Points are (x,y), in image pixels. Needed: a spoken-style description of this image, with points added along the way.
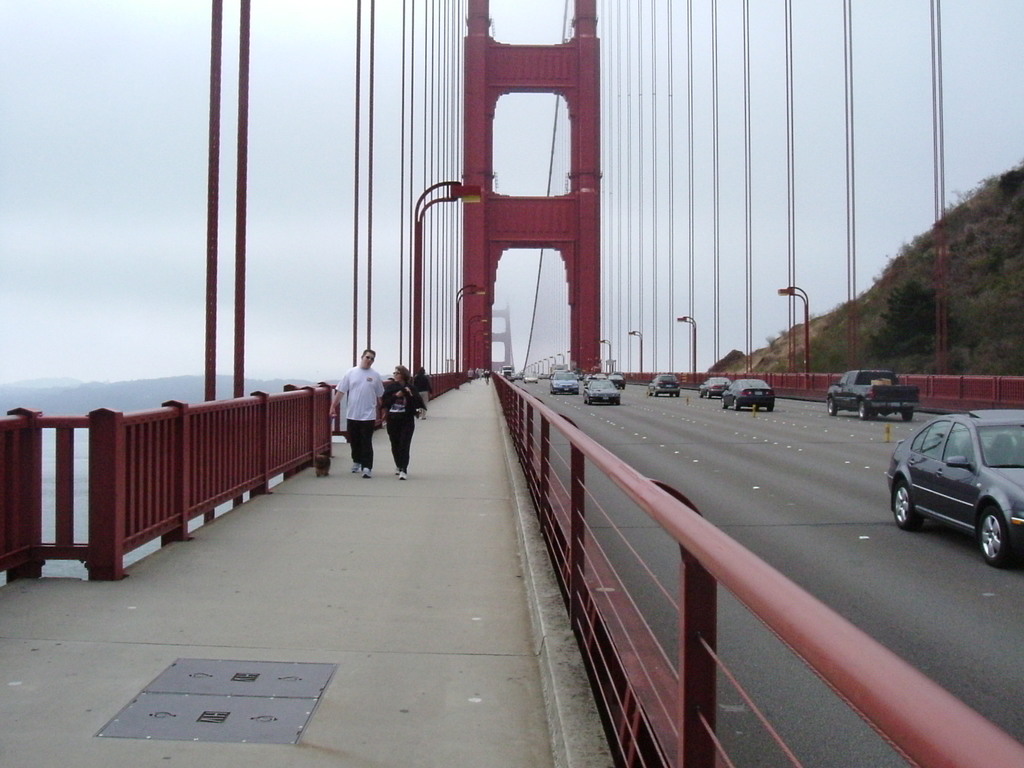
In the image we can see a bridge (514,207), on the bridge (565,228) there are some poles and vehicles (746,391) and few people (361,435) are walking. Behind the bridge (945,211) there is a hill (992,352). At the top of the image (644,252) there is sky (161,147).
